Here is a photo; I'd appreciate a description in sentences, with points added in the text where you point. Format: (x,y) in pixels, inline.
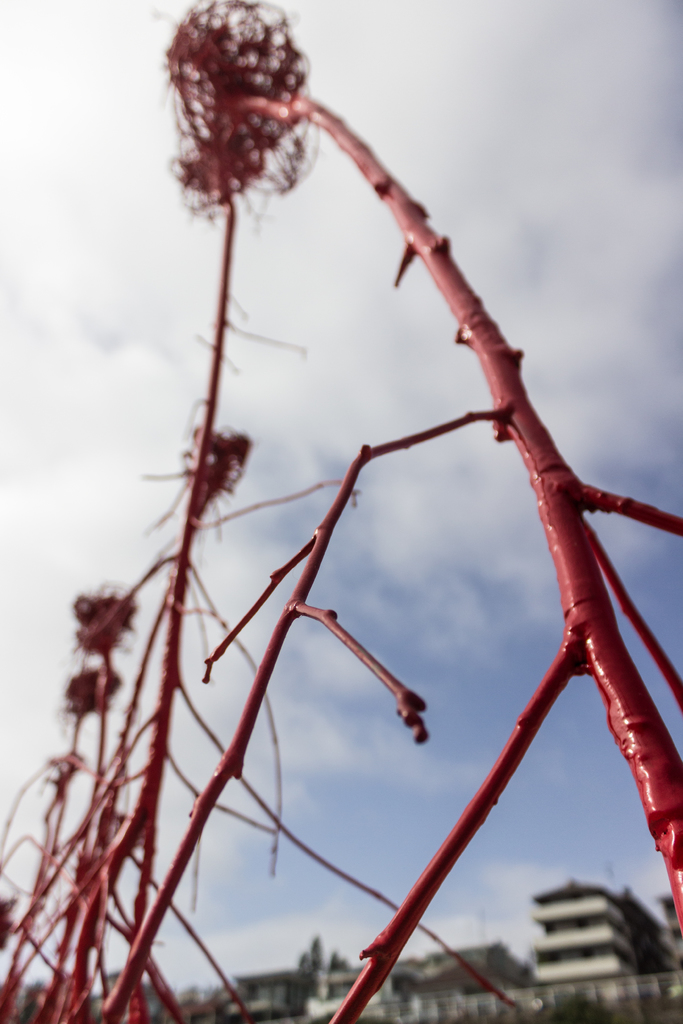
As we can see in the image in the front (361,459) there are red branches (246,461). In the background (569,979) there are buildings (497,969). At the top (524,214) there is sky (370,428) and clouds (365,441).
